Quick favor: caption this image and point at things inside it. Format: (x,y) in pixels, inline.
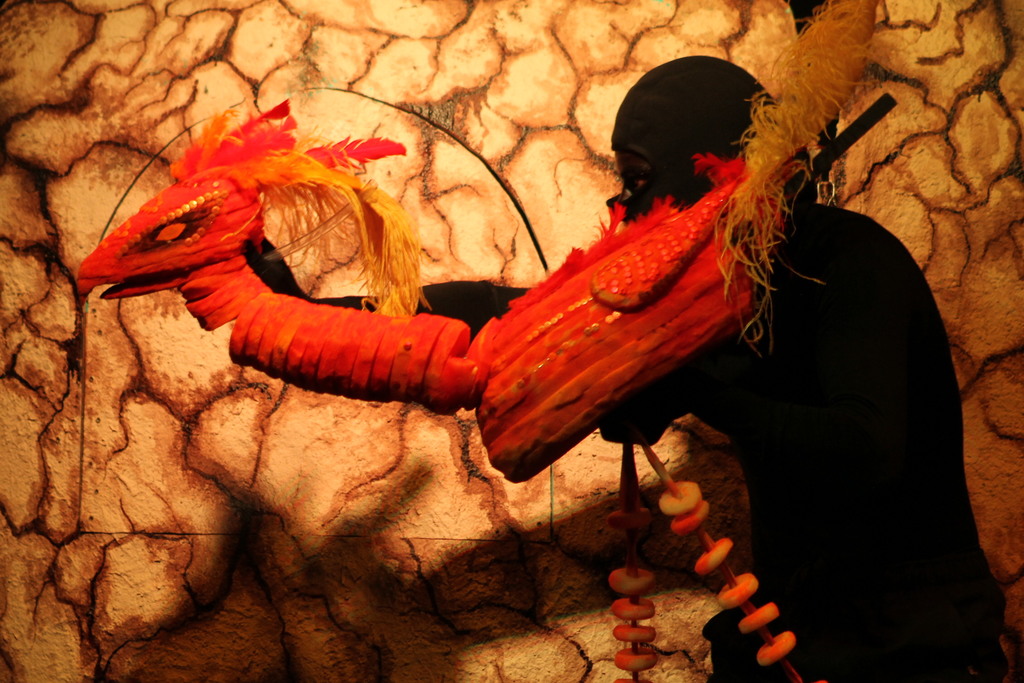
This picture consists of photograph (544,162) in the image.
